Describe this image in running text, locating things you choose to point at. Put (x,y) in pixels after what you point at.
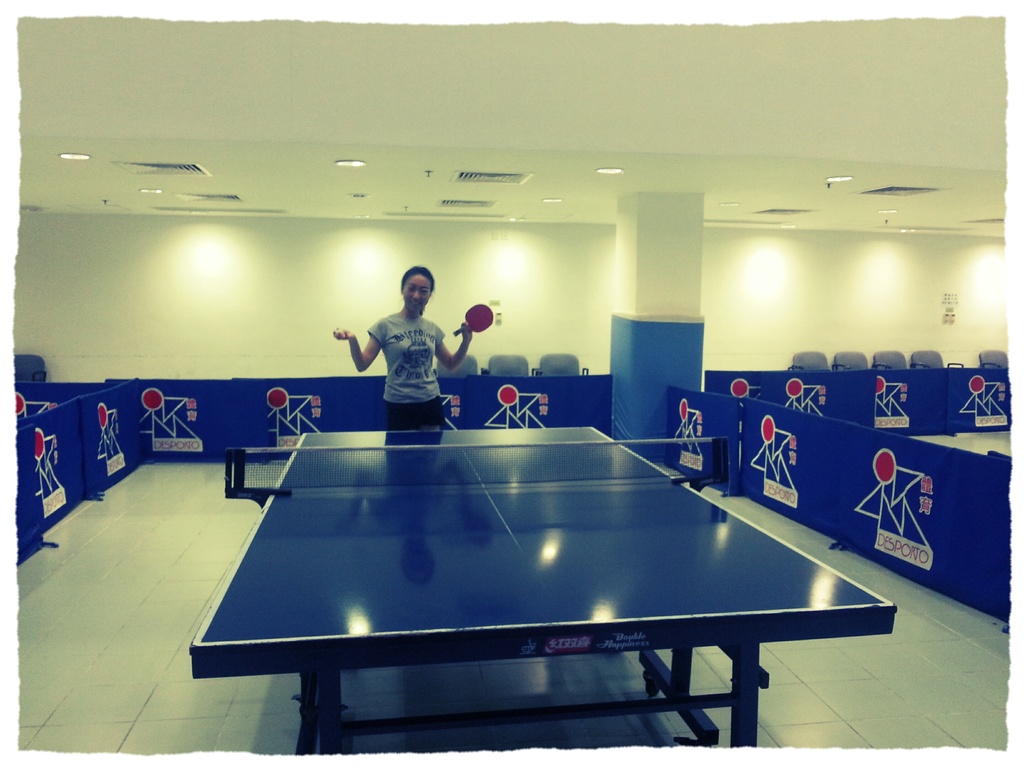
In this picture we can see a table tennis table (500,557) on the floor (156,511), posters (675,394), women (433,345) holding a table tennis bat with her hand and at the back of her we can see chairs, pillar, lights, some objects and the wall (390,286).
